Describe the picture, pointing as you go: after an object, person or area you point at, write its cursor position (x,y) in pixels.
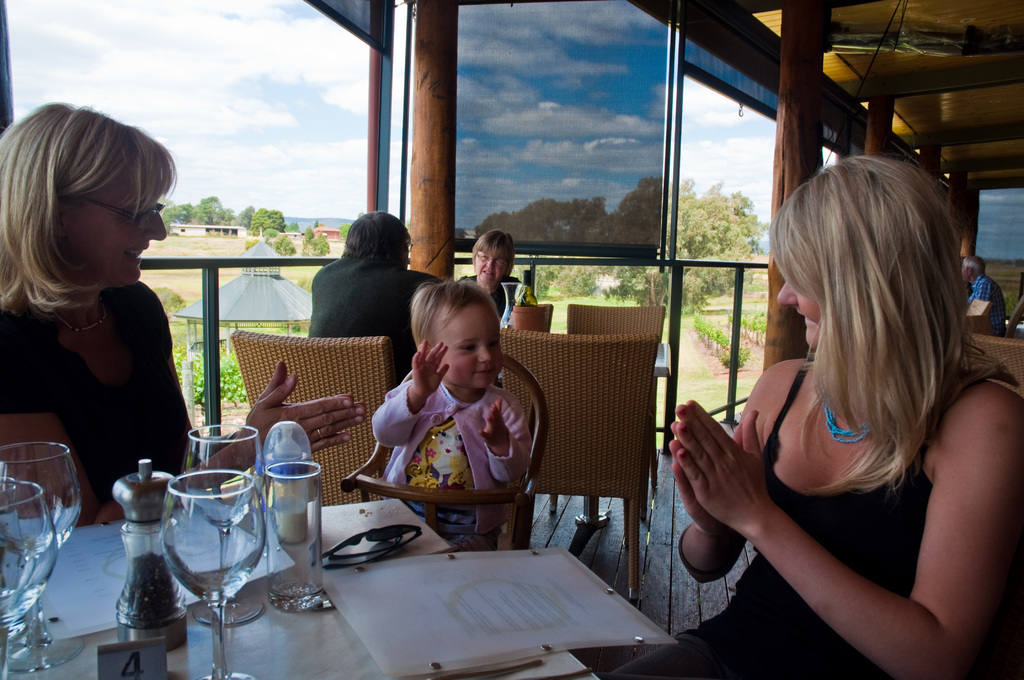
in this picture there are two persons (105,389) sitting beside a baby (504,469) there is a table (164,528) in front of them, on the table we can see, glasses (297,548) menu (474,578) and everything, we can also see two persons (369,266) sitting bit away from them, we can see a cloudy sky (253,24), trees (752,244).
